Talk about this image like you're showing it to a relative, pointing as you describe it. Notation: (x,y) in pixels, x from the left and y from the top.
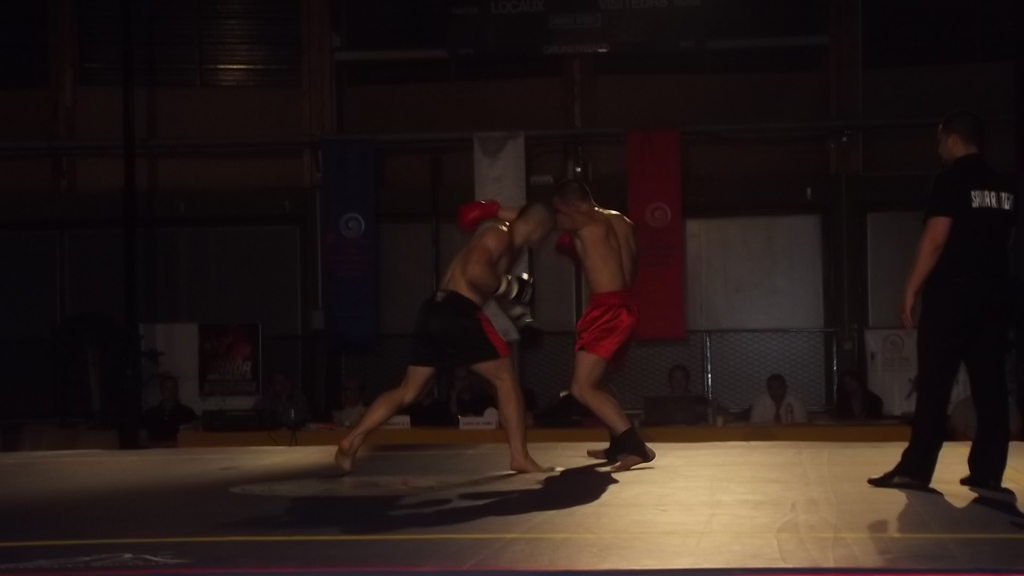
In this image I can see 2 people (503,378) boxing. A person (904,476) is standing on the right (960,287), wearing a black dress (933,383). Other people (855,405) are sitting at the back (870,392) and there are 3 flags (364,187) hanging.
